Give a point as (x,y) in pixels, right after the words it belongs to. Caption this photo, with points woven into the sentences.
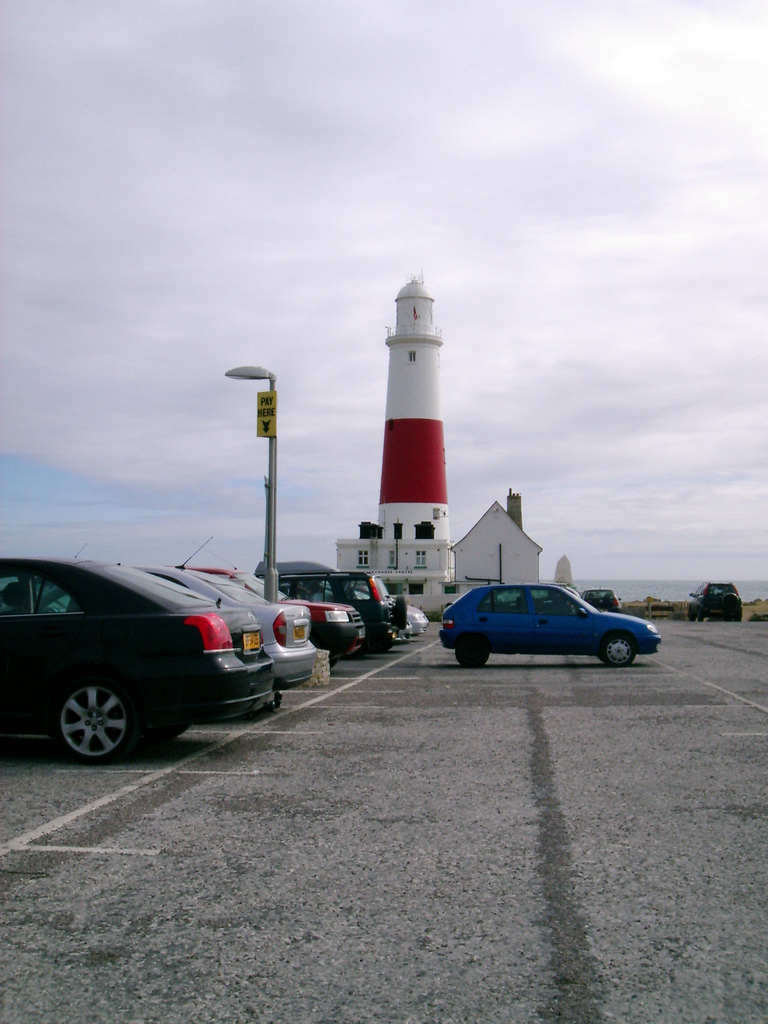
We can see vehicles (376,635) on the surface (204,789) and light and board (260,410) on pole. In the background (295,419) we can see water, sky (368,332) with clouds (360,429) and light house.
